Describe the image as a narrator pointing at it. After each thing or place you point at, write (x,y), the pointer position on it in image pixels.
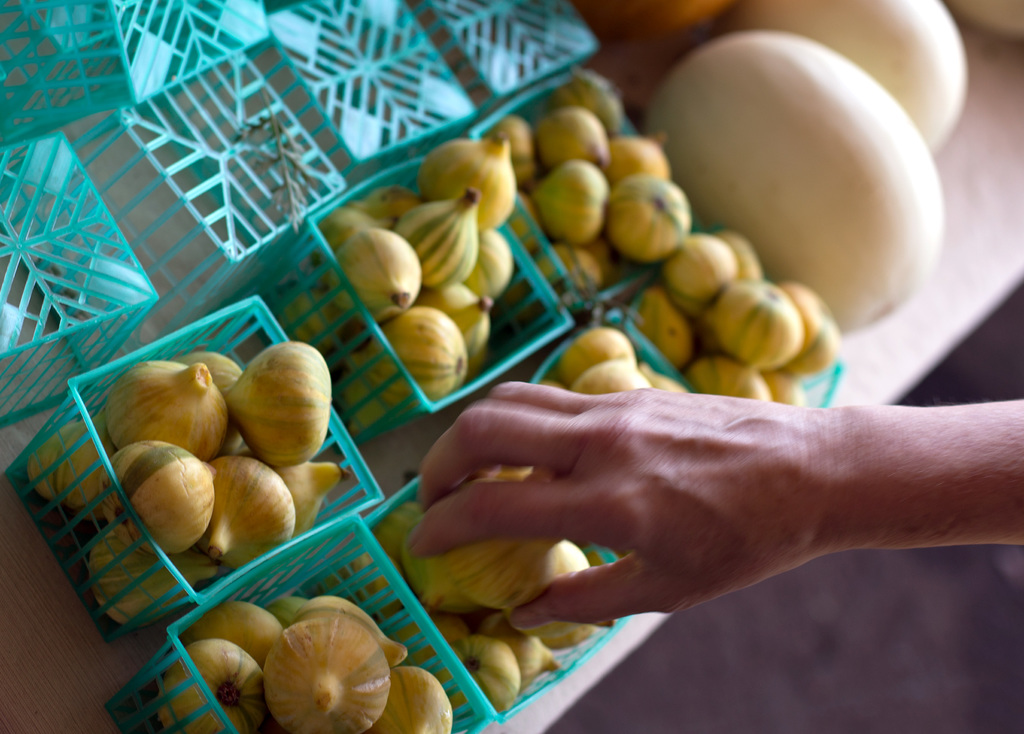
In this image we can see group of fruits (409,288) placed in different baskets (136,395) on the table (971,155). To the right side of the image (940,482) we can see a person's hand (621,492) holding a fruit (513,574) with his fingers (554,587). In the background (657,17), we can see different fruits (837,94).
